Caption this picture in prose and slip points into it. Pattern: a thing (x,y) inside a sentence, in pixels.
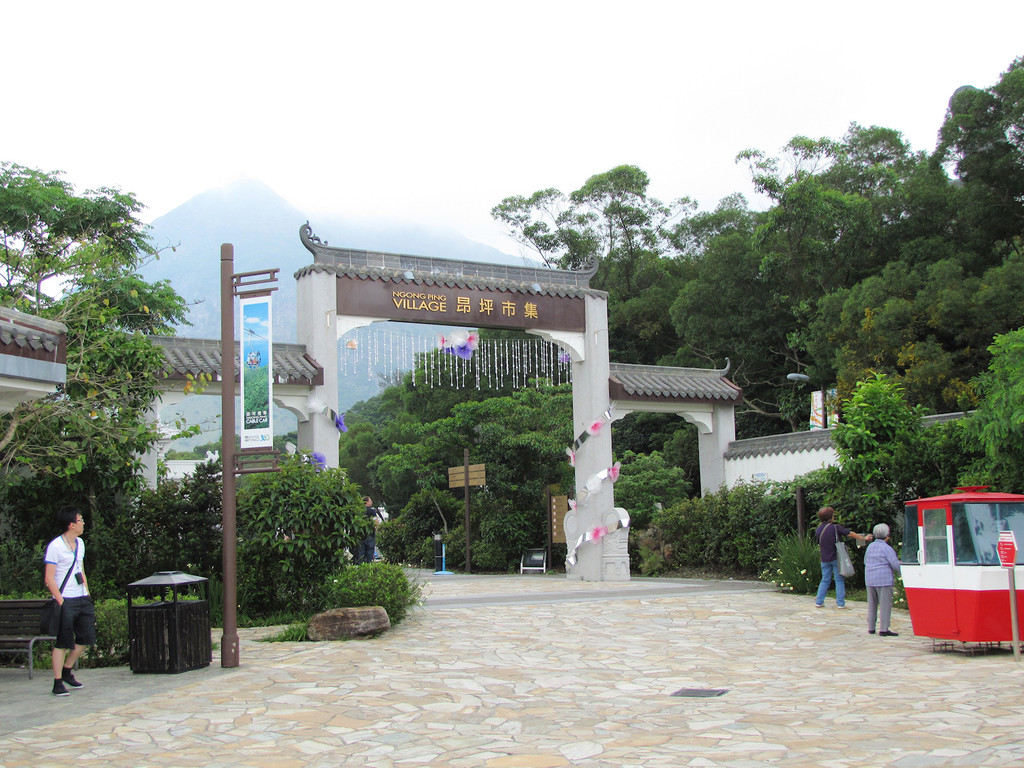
In this picture we can see some people (83,625) on the ground (366,739), bench (32,617), dustbin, stone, banners (257,398), name boards (522,295), decorative items (573,456), arch (607,464), trees (841,326), poles (227,471), plants (360,516) and some objects (965,574) and in the background (406,336) we can see mountains (271,254), sky (401,101).
